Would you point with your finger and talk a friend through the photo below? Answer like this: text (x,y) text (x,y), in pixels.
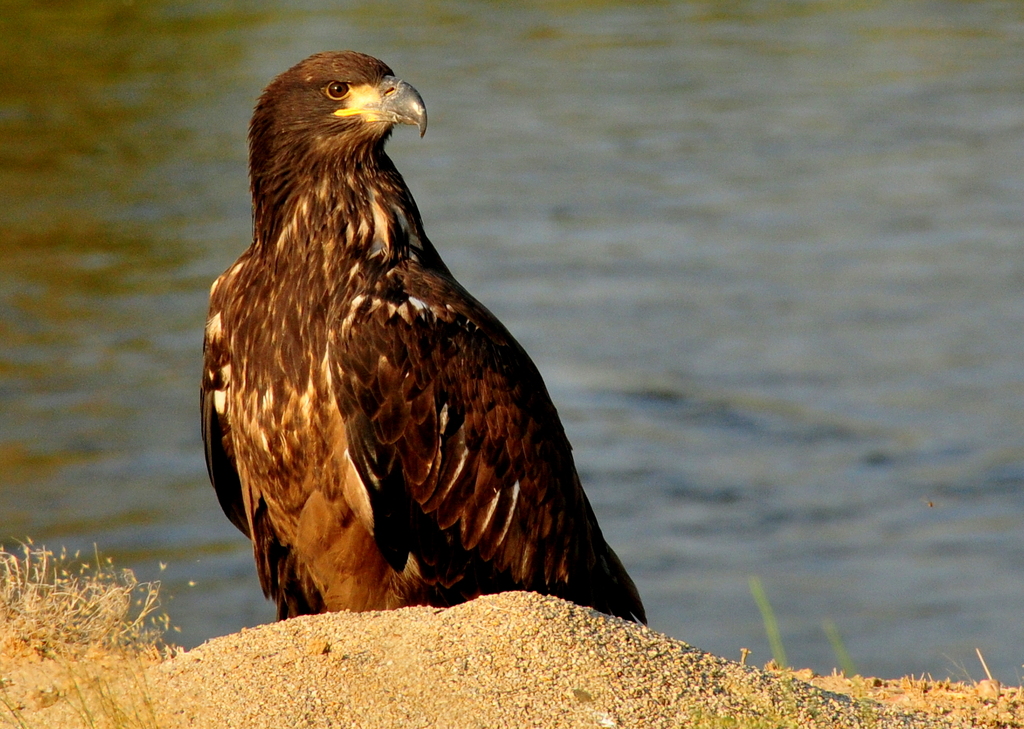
In the foreground of the picture (207,419) we can see an eagle (339,406), sand (239,645) and grass (54,613). In the background (64,145) there is a water body (782,245).
